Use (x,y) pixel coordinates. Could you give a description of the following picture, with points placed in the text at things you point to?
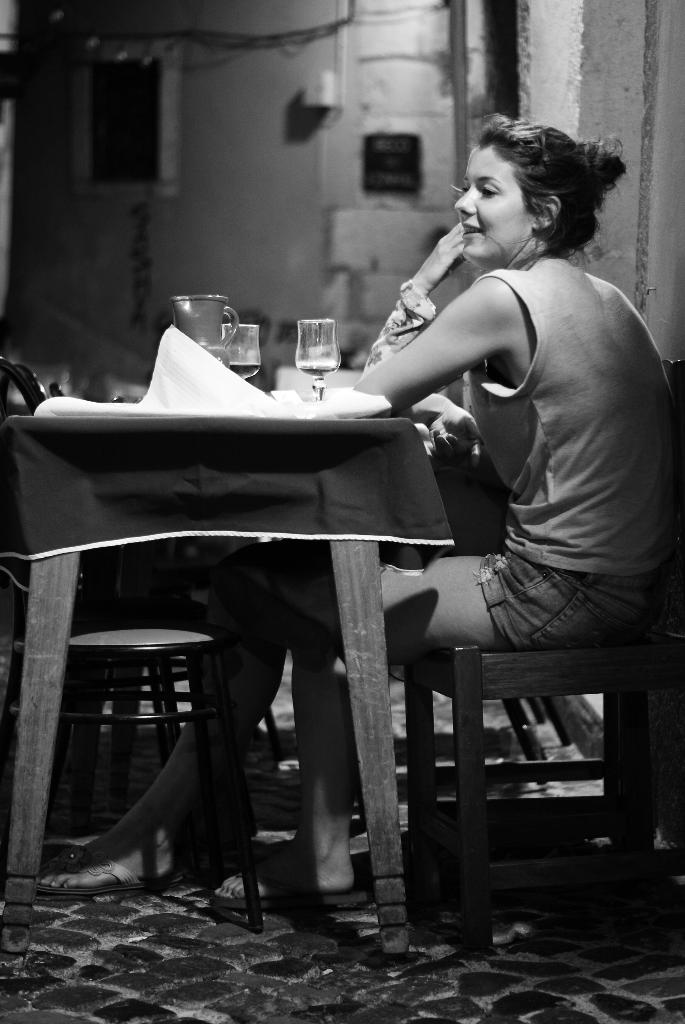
This is the picture of a lady (530,353) who is sitting on the chair (475,800) in front of the table (195,427) on which there are some glasses (334,362), jars (189,318) and also there are some chairs (215,714).
